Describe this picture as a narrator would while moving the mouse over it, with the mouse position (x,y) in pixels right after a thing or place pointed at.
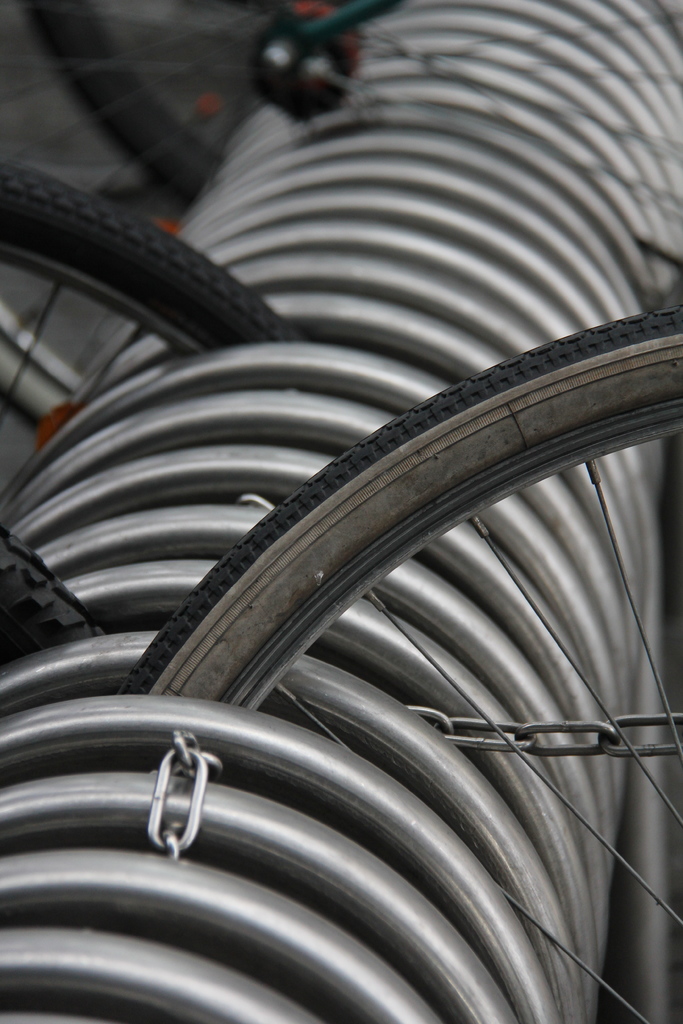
In the image we can see some bicycle wheels (0,211).
